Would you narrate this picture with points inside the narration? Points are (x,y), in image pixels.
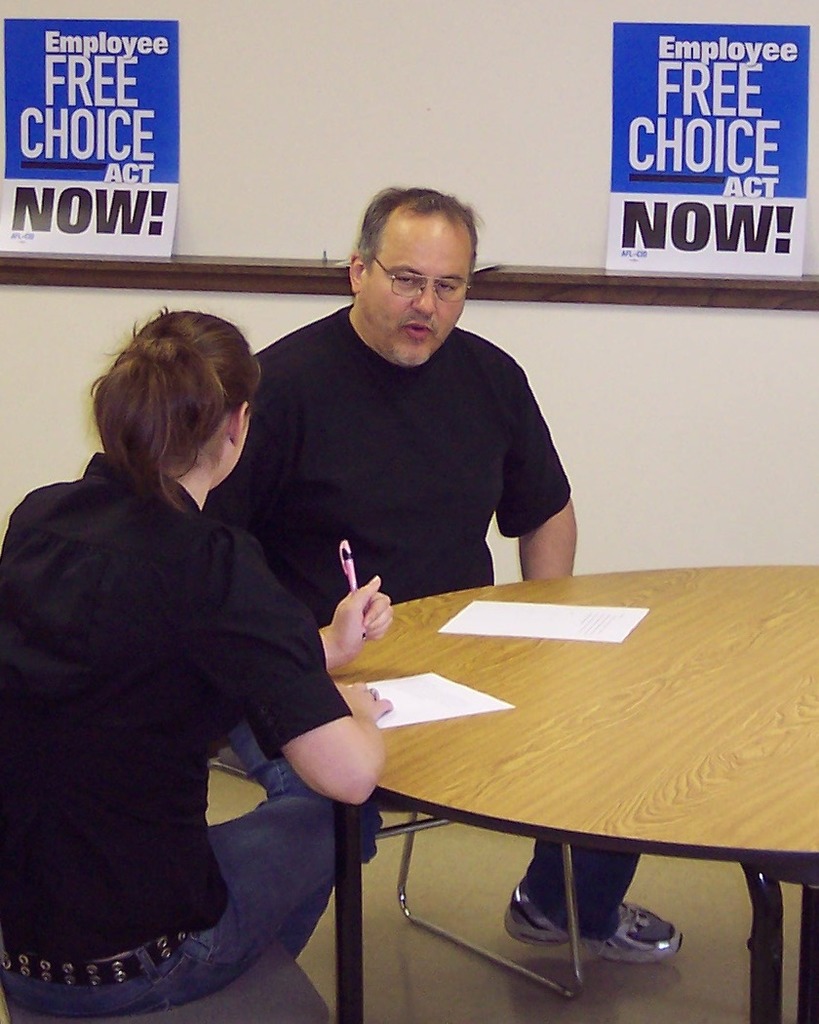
In this image I can see a two person (289,348) sitting on the chair (198,1006). On the table (579,739) there is a papers (524,630) woman (377,601) holding pen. At the back side (612,213) there is a pamphlets (692,183) on the wall (550,206). On the pamphlet (687,204) there is a quotation (692,60) written "Employee free choice act now!" it is in blue color. The wall (691,475) is in white color.
